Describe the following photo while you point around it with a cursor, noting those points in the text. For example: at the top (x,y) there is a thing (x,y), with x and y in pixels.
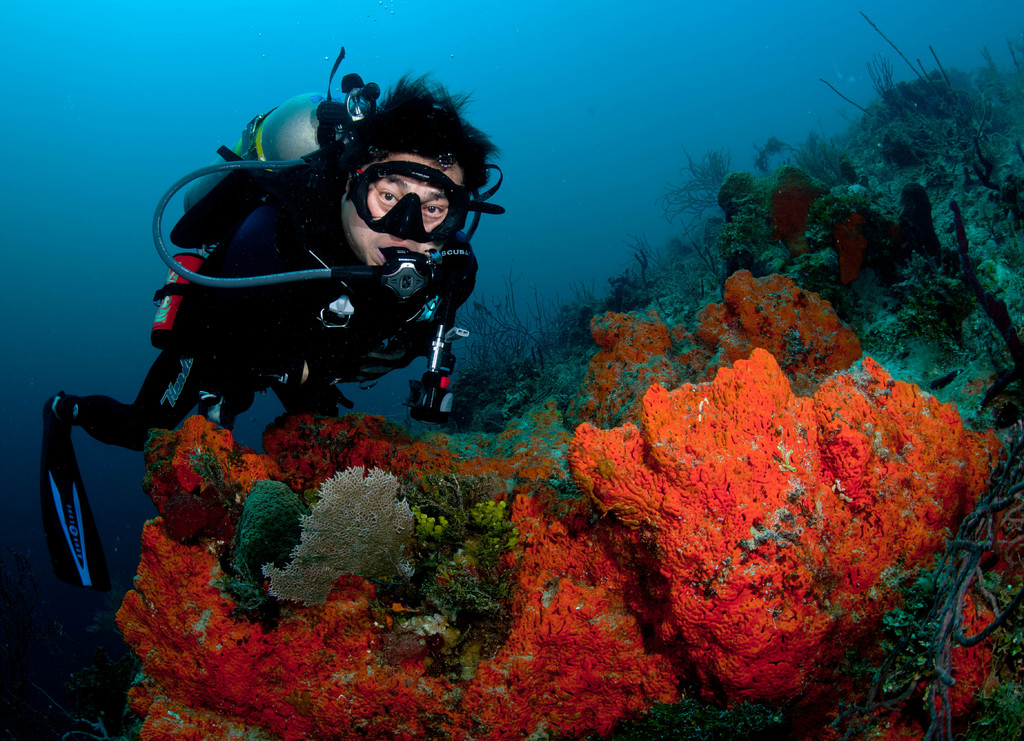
Here in this picture we can see a person (373,249) diving in the water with a diving suit (275,318) on him as we can see he is carrying a oxygen cylinder (283,137) and goggles (415,224) on him and in front of him we can see rock stones (318,429) with aquatic plants (337,510) present over there.
